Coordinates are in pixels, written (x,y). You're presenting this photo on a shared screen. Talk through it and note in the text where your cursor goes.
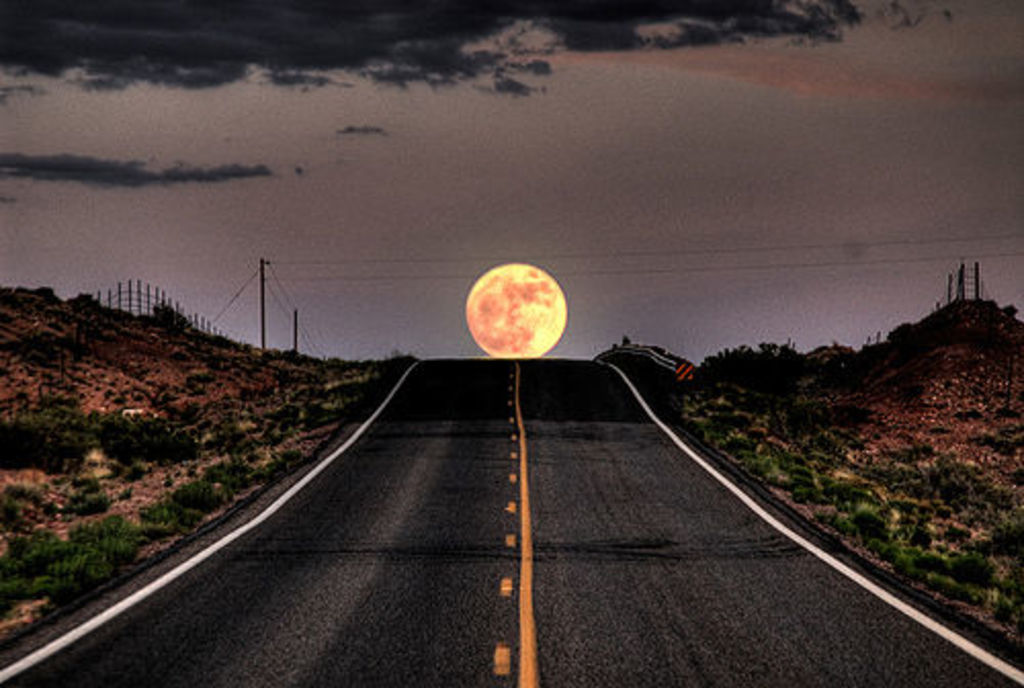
This image consists of a road (371,586). In the middle (517,310), there is a moon (494,283) in the sky (462,221). To the left (1,433) and right, there are small plants (1006,486). At the top (169,34), there are black clouds (203,77) in the sky (112,142).
